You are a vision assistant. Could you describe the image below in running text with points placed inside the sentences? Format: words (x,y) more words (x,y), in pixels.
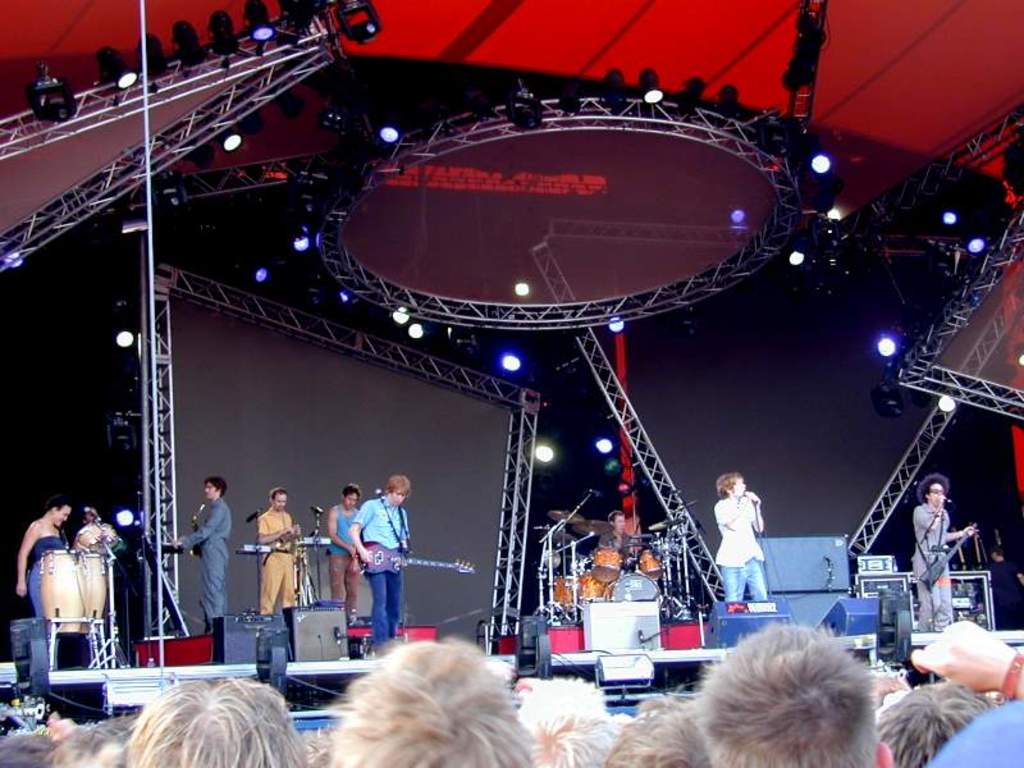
the image of a stage (804,437). there are many people (282,592) playing musical instrument (60,599). One person (728,539) in the right (755,527) is singing. Few people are playing guitar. On the top (841,231) there are lights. In front of the stage (548,595) there are people (858,690) standing and watching towards the stage (361,606). In the background (449,444) there is a screen (373,445).
